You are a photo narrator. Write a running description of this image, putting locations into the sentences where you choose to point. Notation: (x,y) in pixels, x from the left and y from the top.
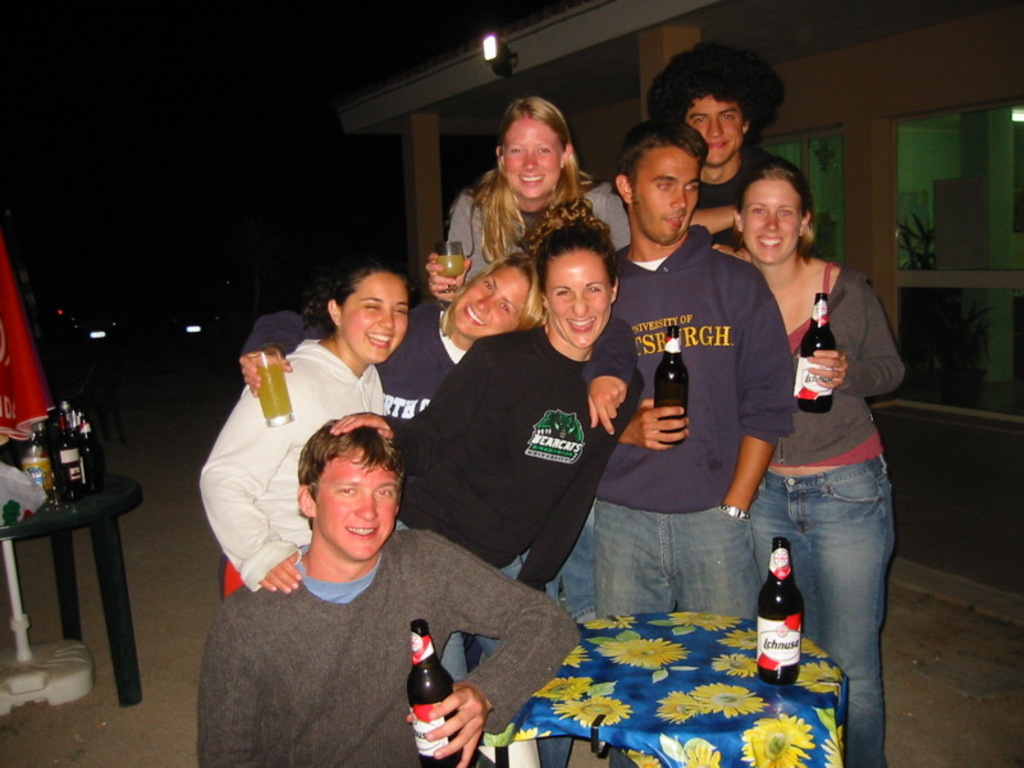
In this image I can see few people (447,365) are smiling and giving pose to the picture. Few are holding bottles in their hands (652,410) and few are holding glasses (281,388). In front of this person's (636,543) there is a table (685,711) covered with a blue color cloth (728,734). There is one bottle (779,608) on the table (770,702). On the left side of the image (106,526) there is another table (108,531) and few bottles (69,482) are arranged on it. In the background (792,51) there is a building (781,43).
